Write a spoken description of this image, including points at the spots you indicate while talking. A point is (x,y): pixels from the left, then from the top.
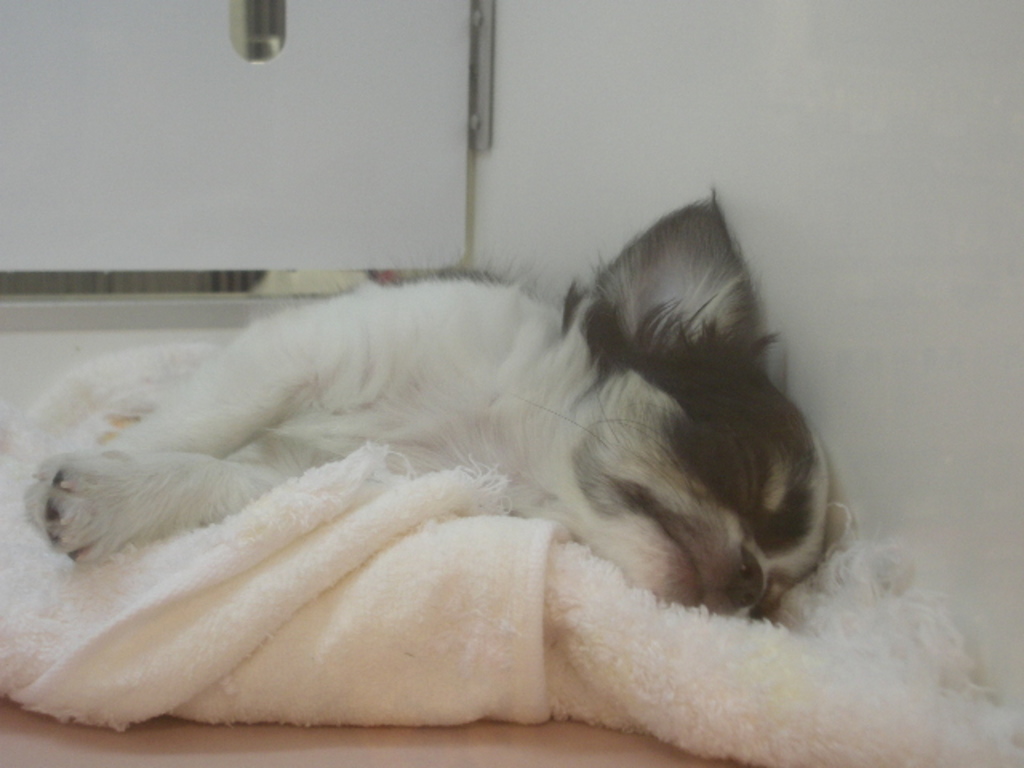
In this image, we can see an animal (742,552) sleeping on the cloth (358,516). On the right side (799,78), we can see the wall (688,78).
